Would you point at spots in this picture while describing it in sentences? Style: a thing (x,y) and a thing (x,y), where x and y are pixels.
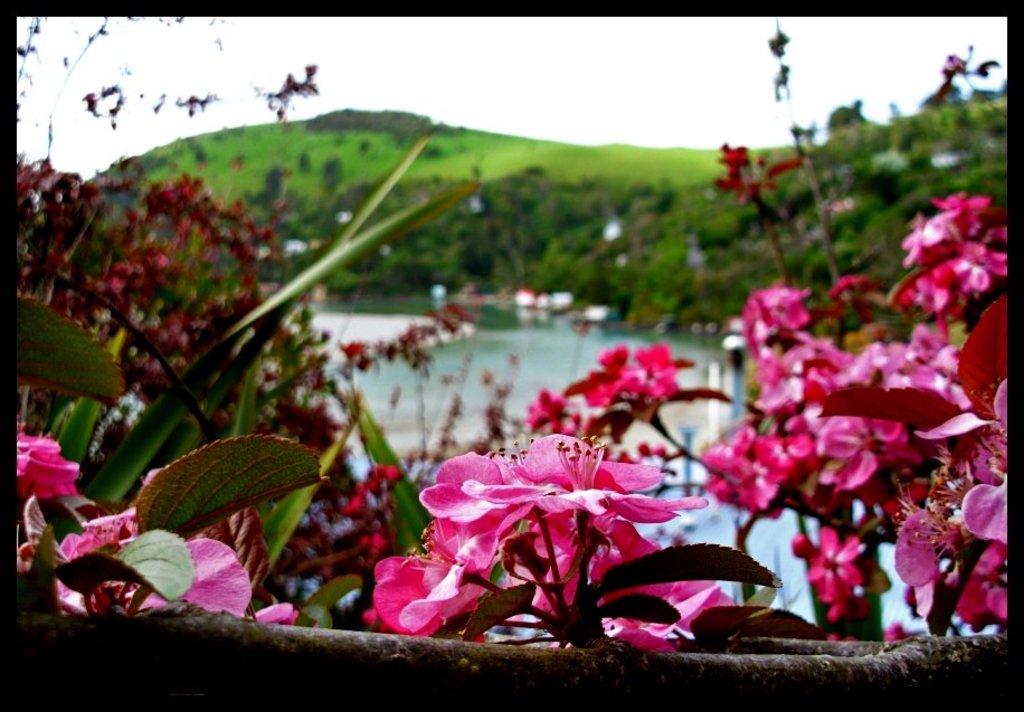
In this image, I can see the trees (875,298) with the beautiful flowers (243,580), which are pink in color. In the background (678,222), that looks like a hill (710,198). I think this is the water (551,347).
